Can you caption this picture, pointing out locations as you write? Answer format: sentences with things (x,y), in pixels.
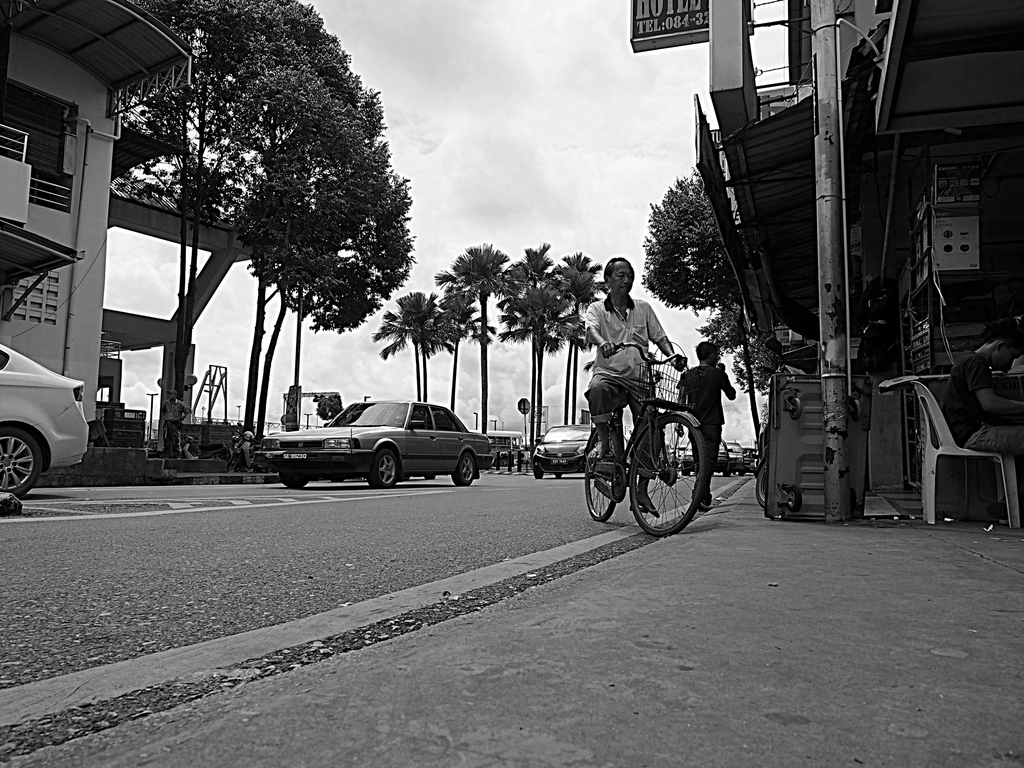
There is a road (354,526) on which some vehicles (375,435) are moving. Some of them are cars (488,455). There is a man (603,452) on the bicycle (657,479). We can observe a basket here and chair (931,479) on which some boy (974,411) is sitting. There are some trees (302,196) and in the background (467,161) we can observe clouds (483,125).
